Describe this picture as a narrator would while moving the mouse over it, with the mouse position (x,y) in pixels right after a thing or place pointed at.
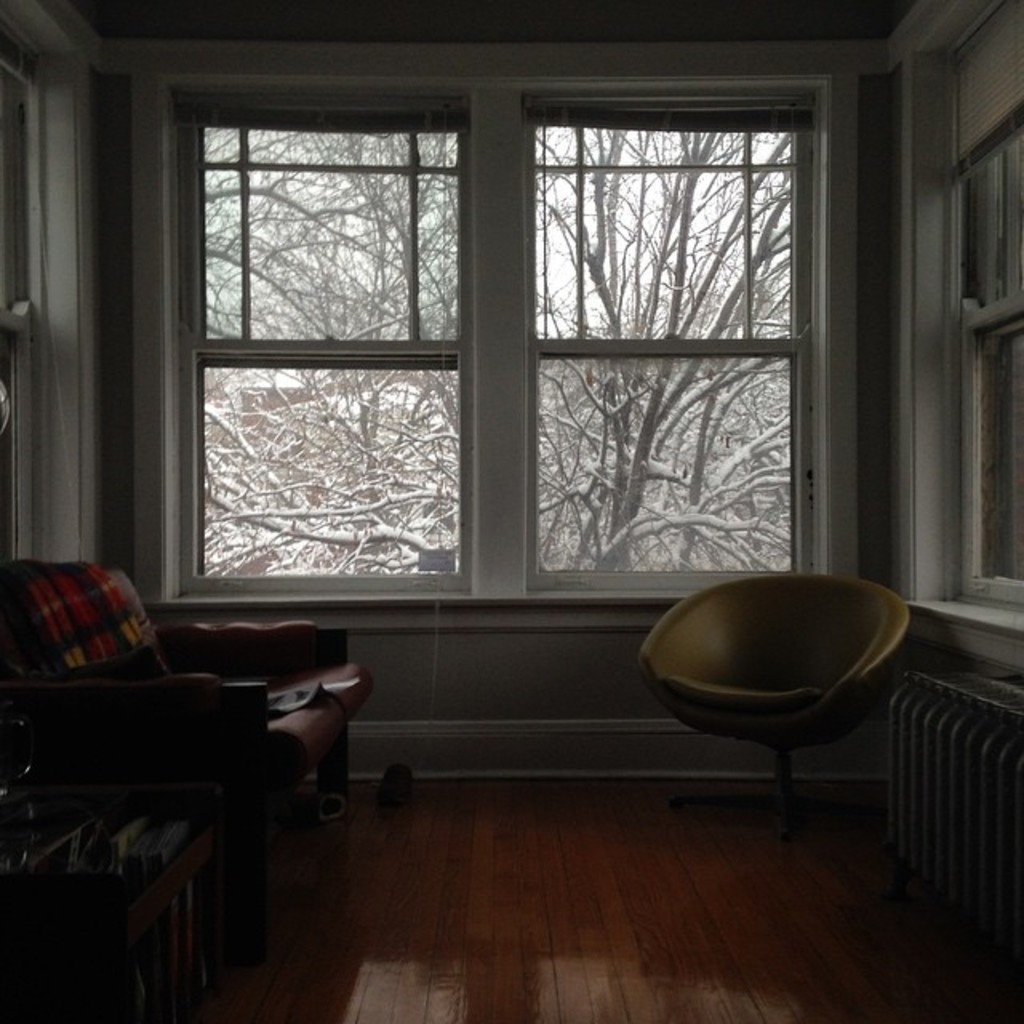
It is a closed room (502,504) where on the left corner of the picture (232,744) one sofa (221,722) and a table (220,847) is present, under the table (145,895) there are books (172,954) and at the right corner of the picture (758,645) there is one chair (799,600) behind it there is a big window (535,507) and outside the window (463,489) there are trees (616,382) and snow (383,438).
